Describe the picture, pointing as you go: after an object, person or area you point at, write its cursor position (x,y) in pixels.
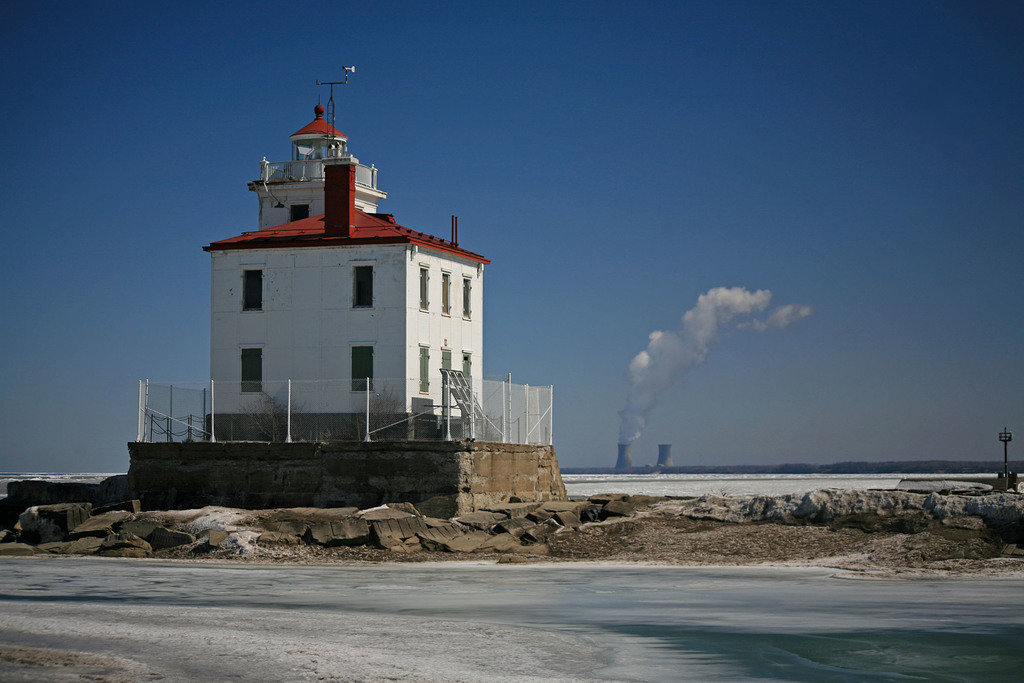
There is ice (512,648). Near to the ice (501,682) there are rocks (305,526). Also there is a building (295,312). On the building (270,332) there are windows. Around the building (400,342) there is a railing (437,418). In the background (590,213) there is sky (603,155). Also there is smoke (667,369).
